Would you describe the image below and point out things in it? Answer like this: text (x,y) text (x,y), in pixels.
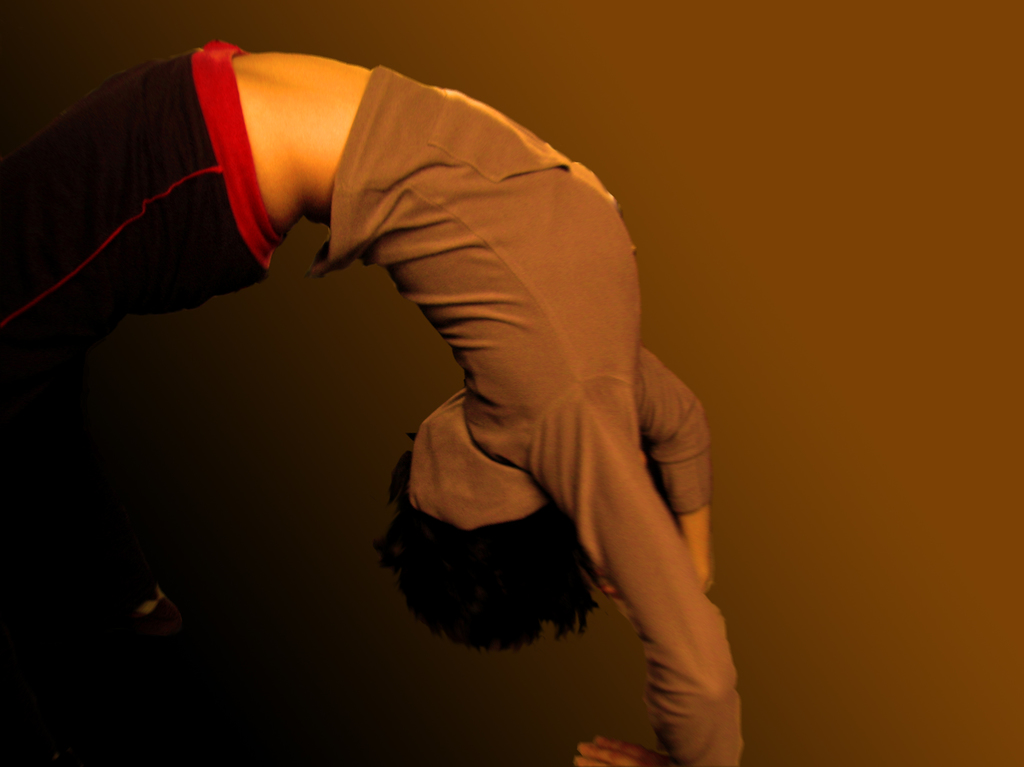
In this image we can see a person (556,456) doing gymnastics.
